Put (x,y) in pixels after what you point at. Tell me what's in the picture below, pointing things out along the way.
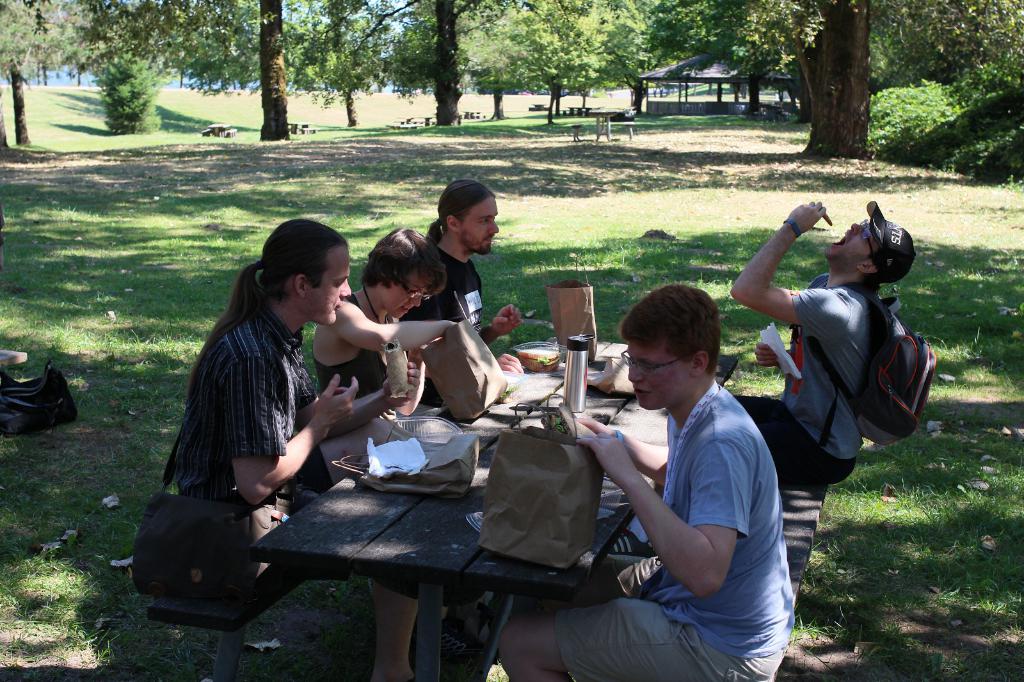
In the right side (881,238) 2 men (776,471) are sitting on the bench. In the left side (339,327) a woman (436,279) is sitting in the middle of this bench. It is a dining table (498,574) there are green color trees (479,56) in the long back side of an image.
